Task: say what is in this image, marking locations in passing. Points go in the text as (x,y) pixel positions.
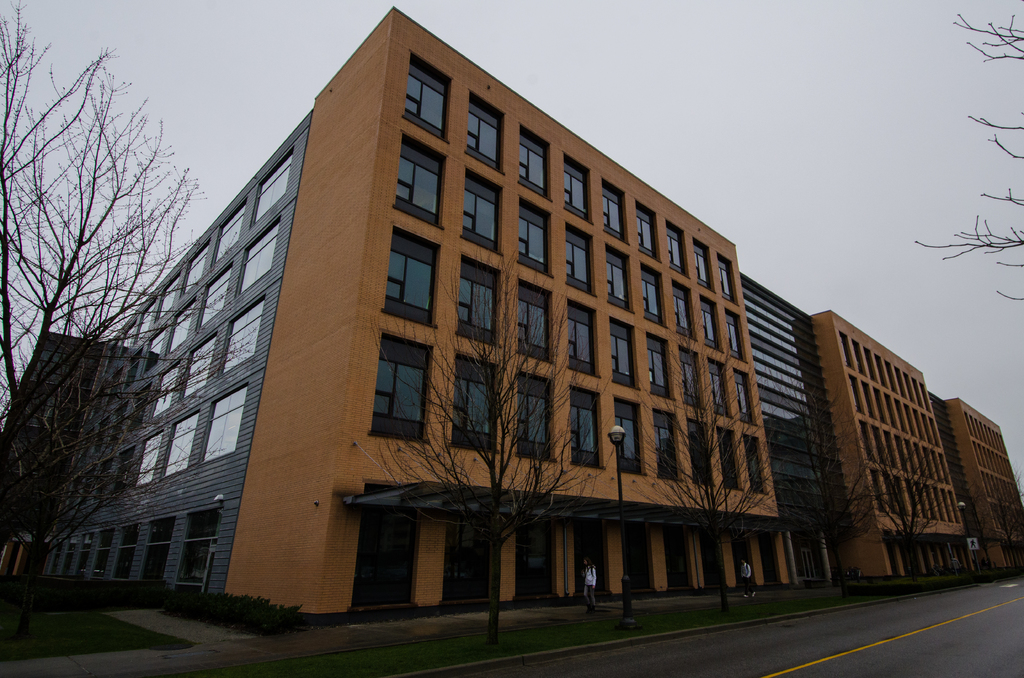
This image consists of a building (371,261) in brown color. At the bottom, there is a road (557,653). In the front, we can see two persons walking on the pavement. And there are dried trees (494,524) in this image. At the top (529,78), there is sky (568,51).
